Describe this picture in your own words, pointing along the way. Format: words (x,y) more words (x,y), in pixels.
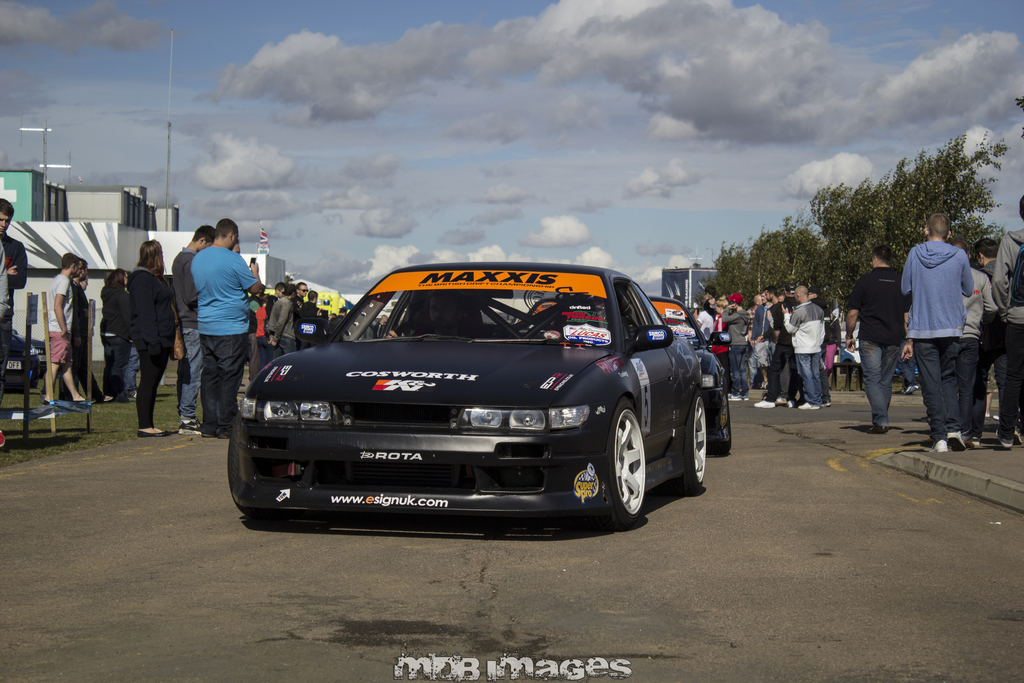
In this picture we can see vehicles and people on the road (610,581) and in the background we can see buildings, trees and the sky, at the bottom of the image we can see some text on it.
